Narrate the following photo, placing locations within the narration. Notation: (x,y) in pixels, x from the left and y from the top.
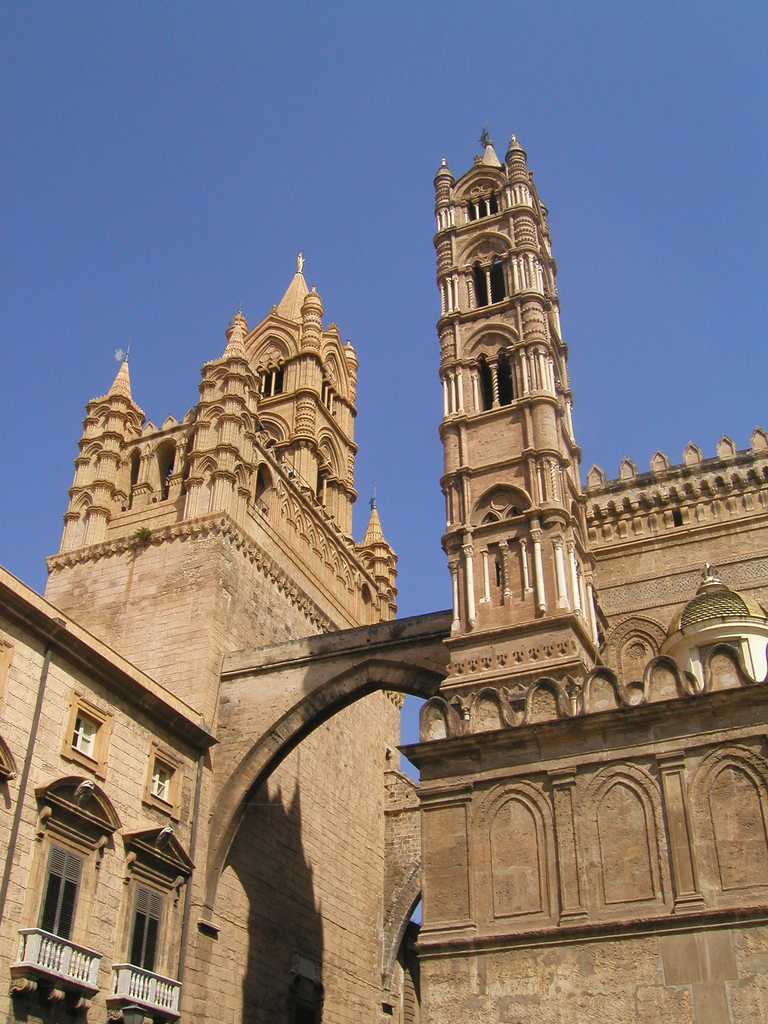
In this image, I can see a building (371,709) with the windows (74,867). This is an arch (359,662). At the top of the image (217,135), I can see the sky (589,124).
